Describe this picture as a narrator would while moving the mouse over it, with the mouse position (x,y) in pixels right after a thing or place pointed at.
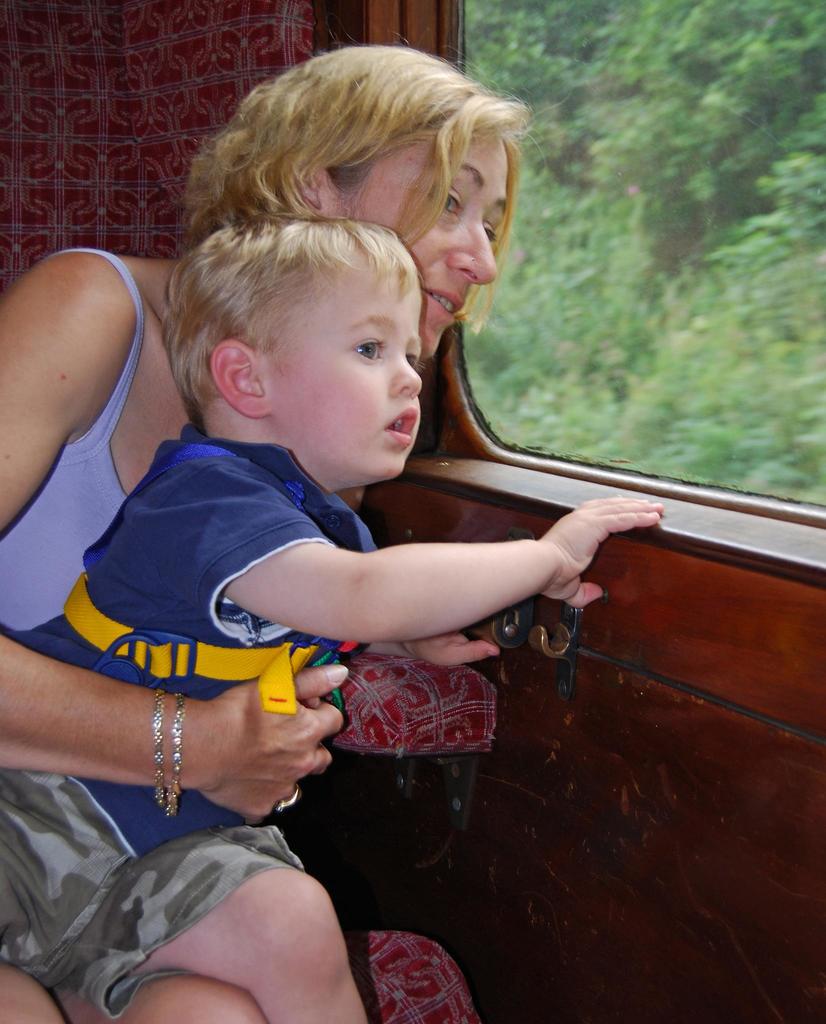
In this image we can see the inside view of a vehicle (676,673), there is a woman (459,121) sitting inside the vehicle (443,437) towards the left of the image (258,716), there is a boy (205,596) towards the left of the image (225,537), there is a window (685,250) towards the right of the image (639,287), there are trees (663,201) towards the right of the image (651,225).
